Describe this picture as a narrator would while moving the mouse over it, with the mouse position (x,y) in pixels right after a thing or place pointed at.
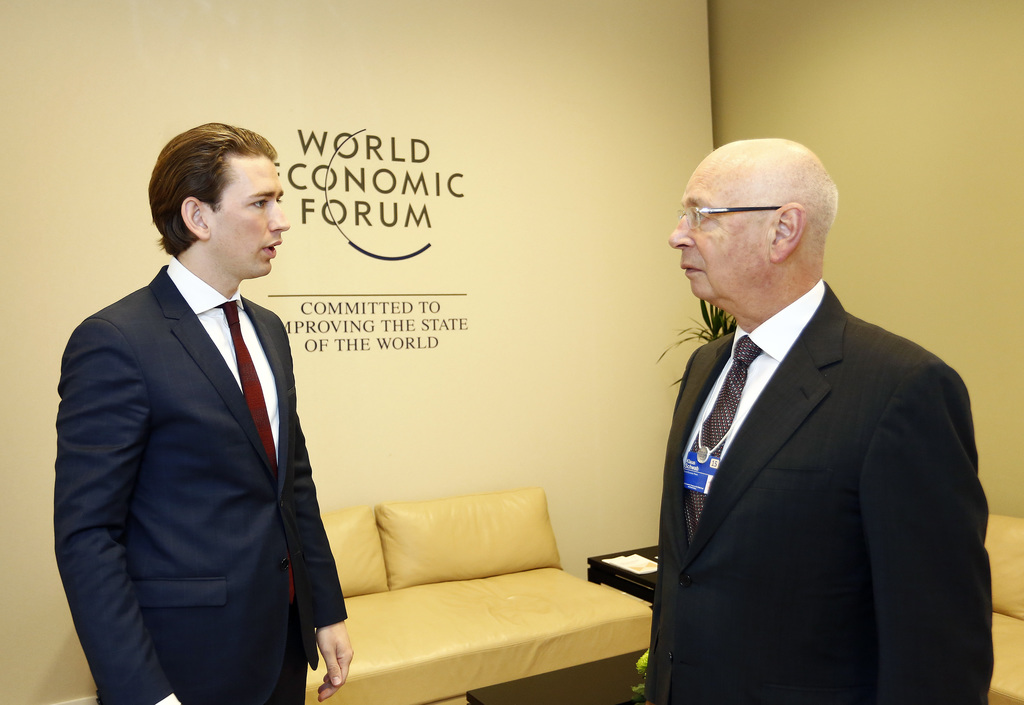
Here we can see 2 persons (726,196) are standing on the floor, and in front here is the sofa (520,548), and here is the wall (486,210), and here is the tree (716,317).
